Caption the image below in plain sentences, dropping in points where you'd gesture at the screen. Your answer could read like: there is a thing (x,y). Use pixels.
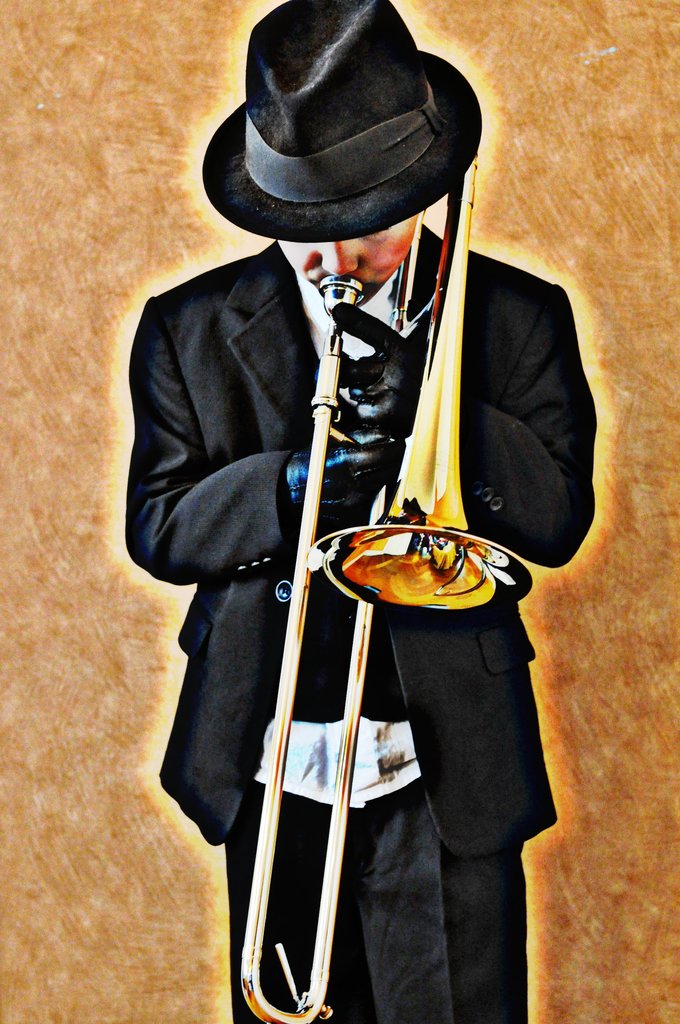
It is an edited image, there is a man (325,660) playing some music instrument (330,580), the person (365,375) is wearing a black costume (437,681).
